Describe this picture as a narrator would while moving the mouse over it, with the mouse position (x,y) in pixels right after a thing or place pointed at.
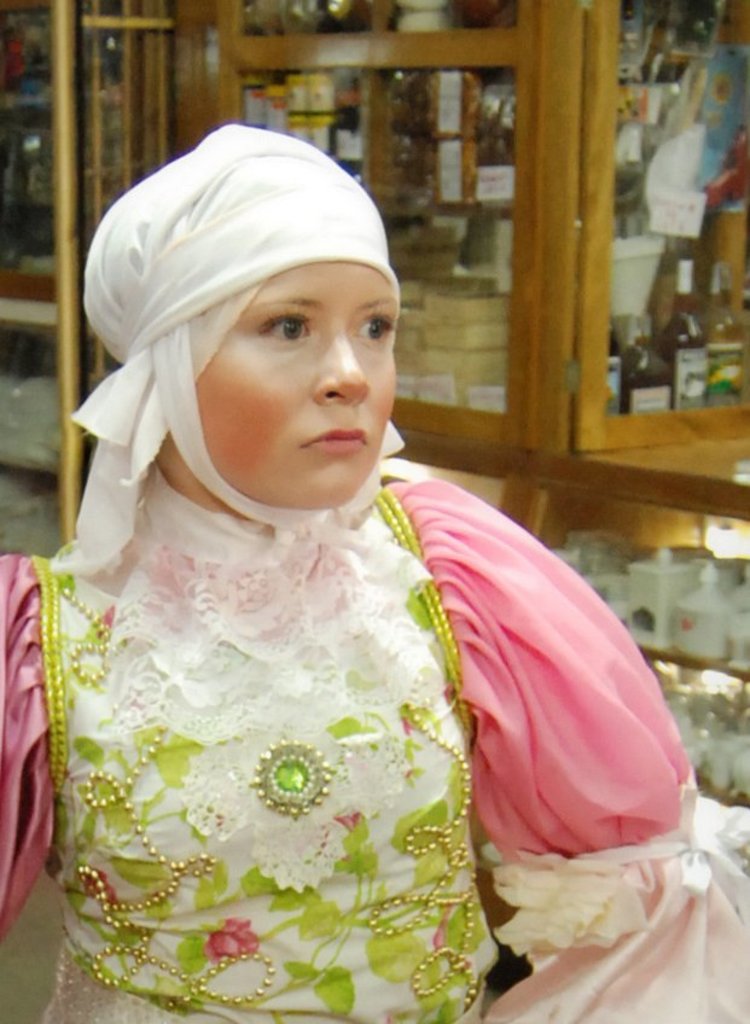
In this picture there is a woman (84,617) wearing pink color dress (430,789) standing in the image. Behind there is a wooden glass (433,322) and some white boxes (677,605) in the racks (653,650).
